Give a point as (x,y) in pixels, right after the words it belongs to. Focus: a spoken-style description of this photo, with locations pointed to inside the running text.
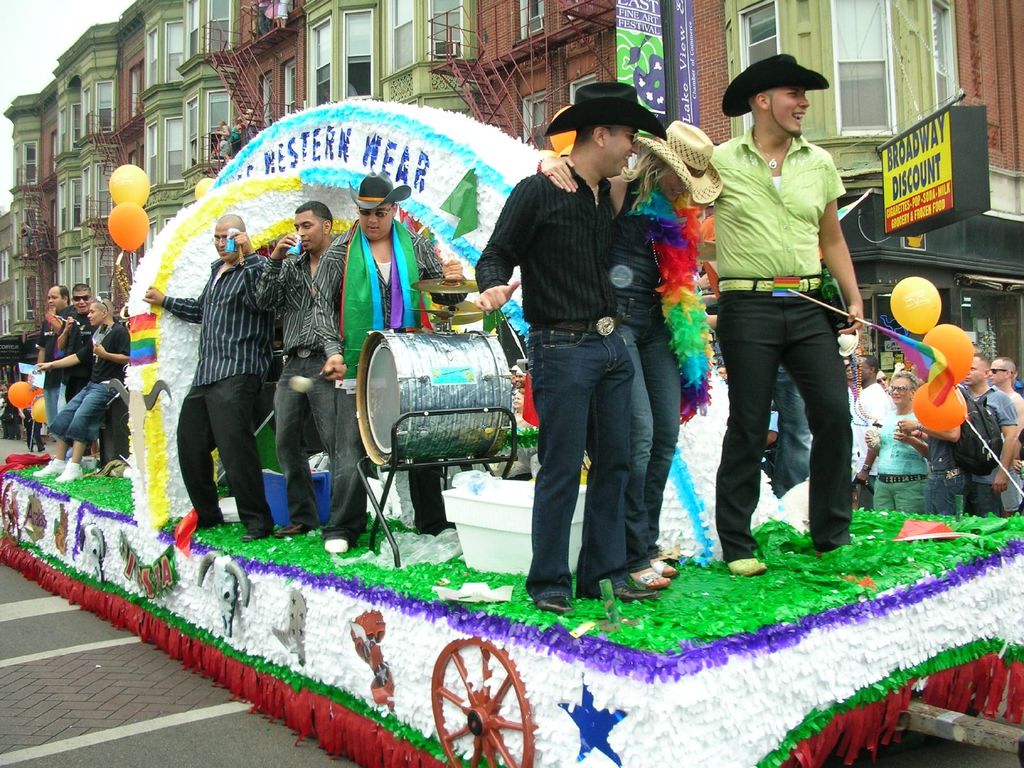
In this image we can see there are a few people (644,511) standing on the vehicle (450,687). Some are playing musical instruments (392,381). In the background (927,34) there are buildings (504,27).
